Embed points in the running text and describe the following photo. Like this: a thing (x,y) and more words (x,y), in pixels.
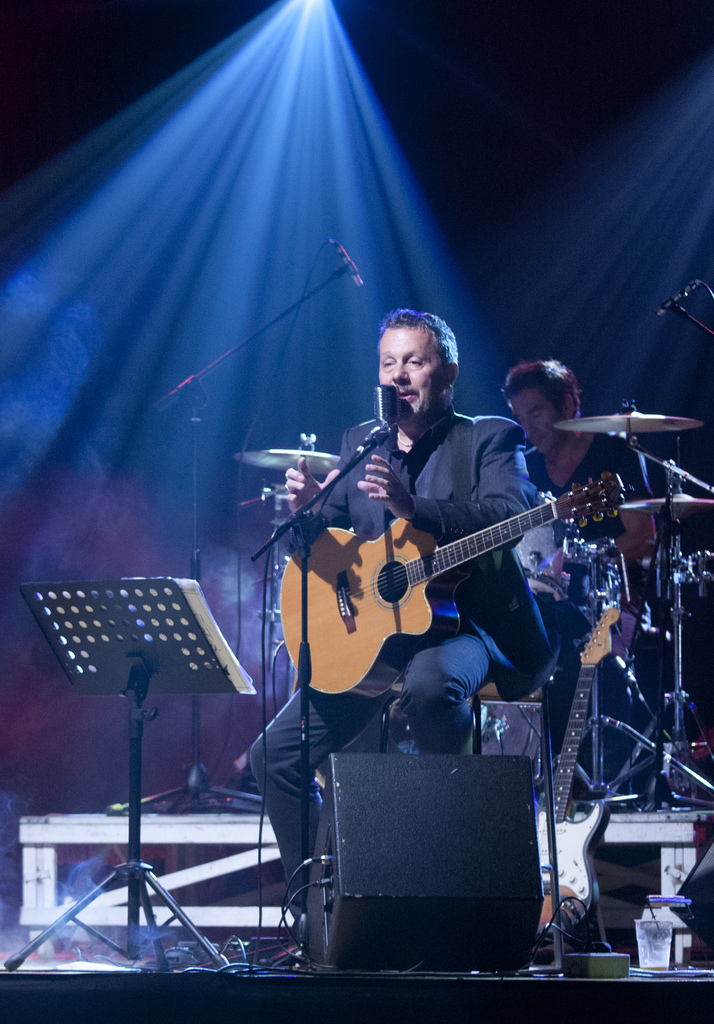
The picture is taken on a stage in which one man (473,683) is sitting in a black dress (482,615) and holding a guitar (450,544) and singing in the microphone (388,404), behind him there is one person (554,429) playing drums (601,430), in front of the man (490,647) there is one paper stand (160,589) on which papers (203,615) are placed and a speaker (382,856) and there is a bench (221,874) present in the picture.
